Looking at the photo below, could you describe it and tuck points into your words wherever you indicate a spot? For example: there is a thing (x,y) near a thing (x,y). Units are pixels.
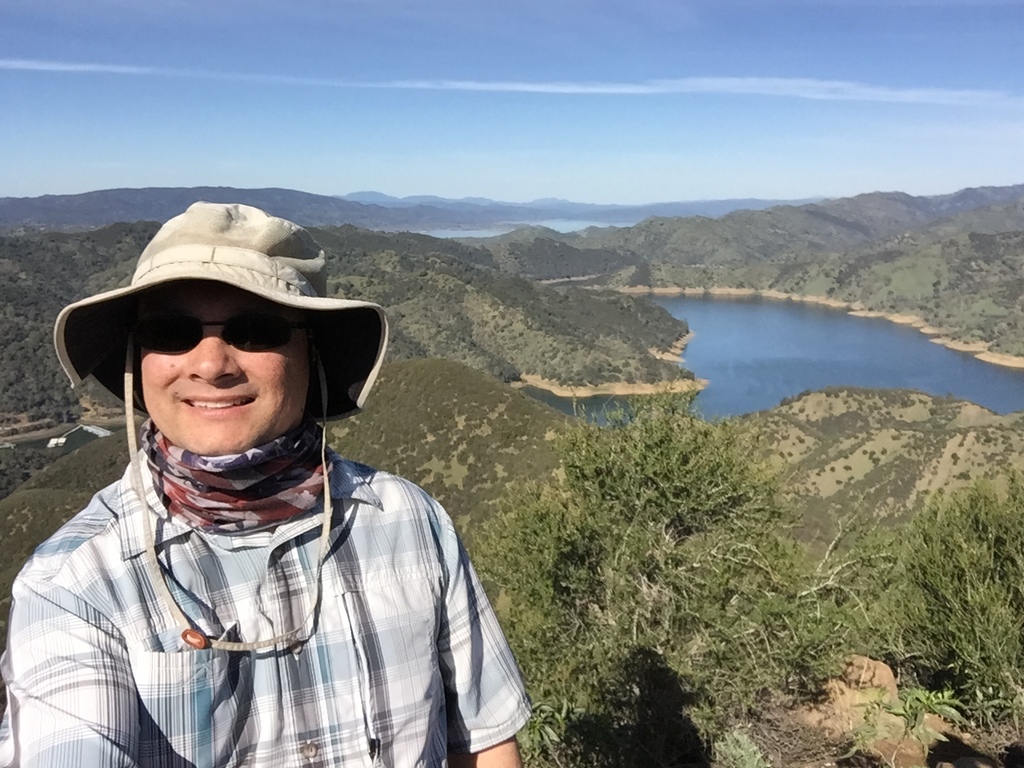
As we can see in the image there are hills (560,210), trees (608,455), water (768,388), sky (205,46) and a person (226,365) standing in the front (187,490).
